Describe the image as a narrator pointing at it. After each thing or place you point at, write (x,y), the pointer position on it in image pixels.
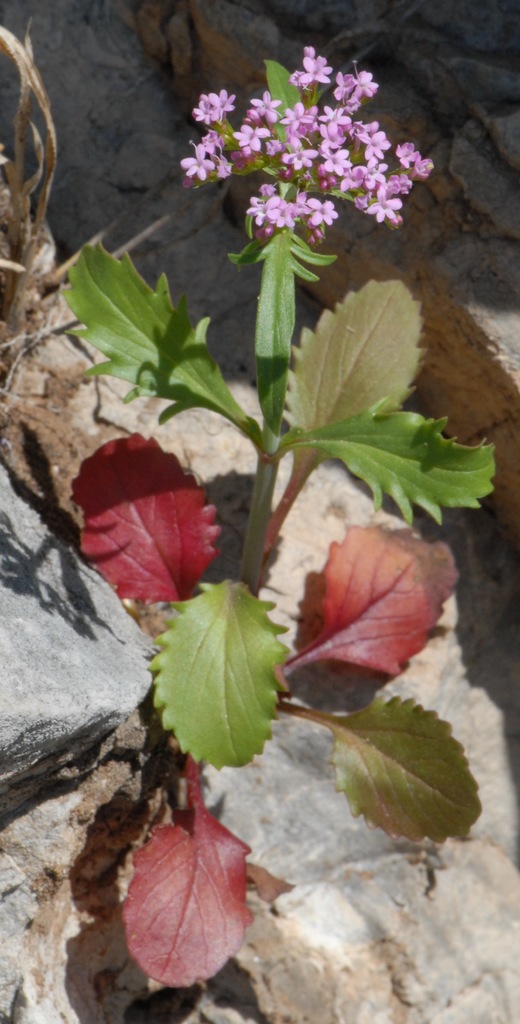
In the center of the image (340,345) there is a flower plant (350,368). At the bottom of the image (354,920) there are stones (112,788).
